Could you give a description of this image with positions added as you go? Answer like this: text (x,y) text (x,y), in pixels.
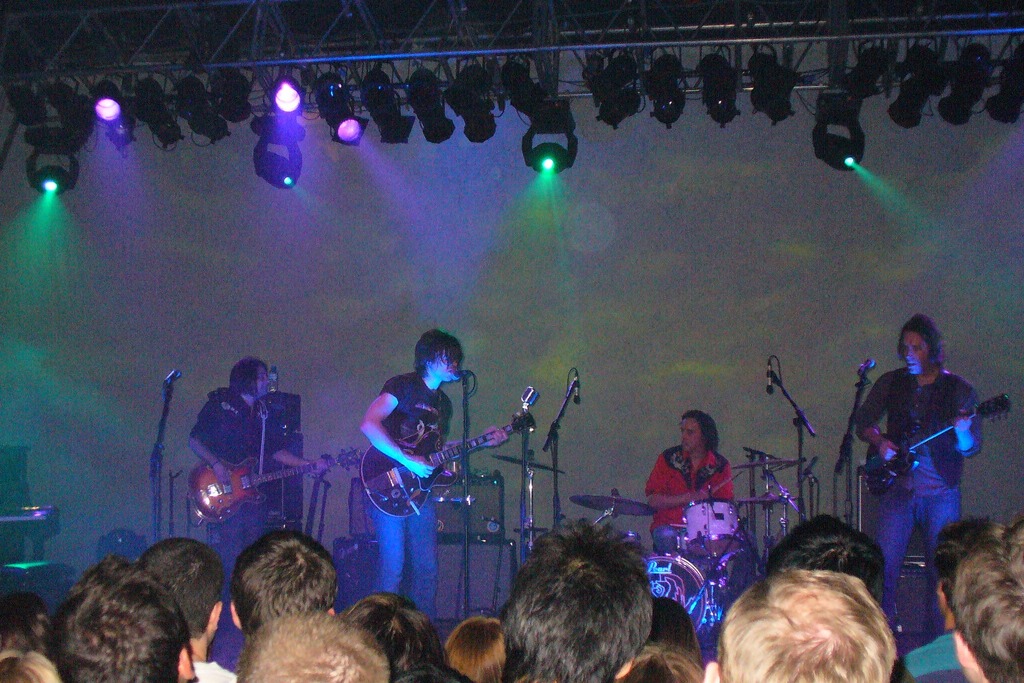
There are three people (269,455) in playing guitar (281,474) and singing in front of mike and the person (667,462) in the background (694,460) is playing drums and there are audience (569,571) in front of them.
